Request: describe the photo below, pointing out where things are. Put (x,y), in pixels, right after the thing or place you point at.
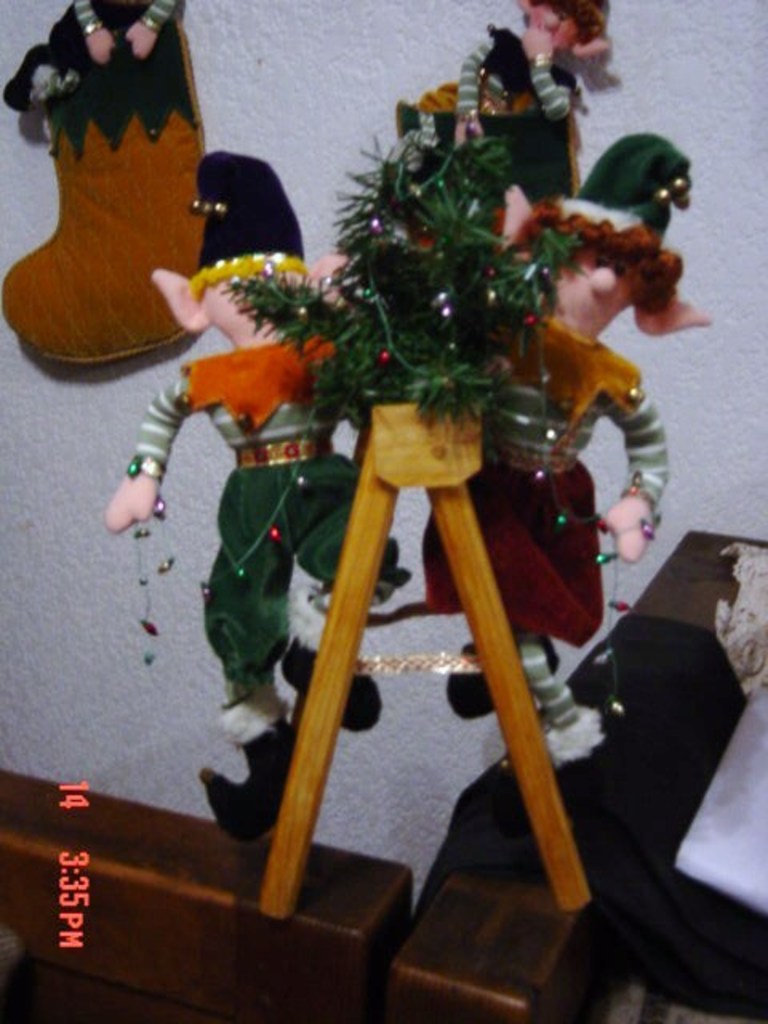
This image consists of dolls (260,825). This looks like Christmas decoration (301,777).
